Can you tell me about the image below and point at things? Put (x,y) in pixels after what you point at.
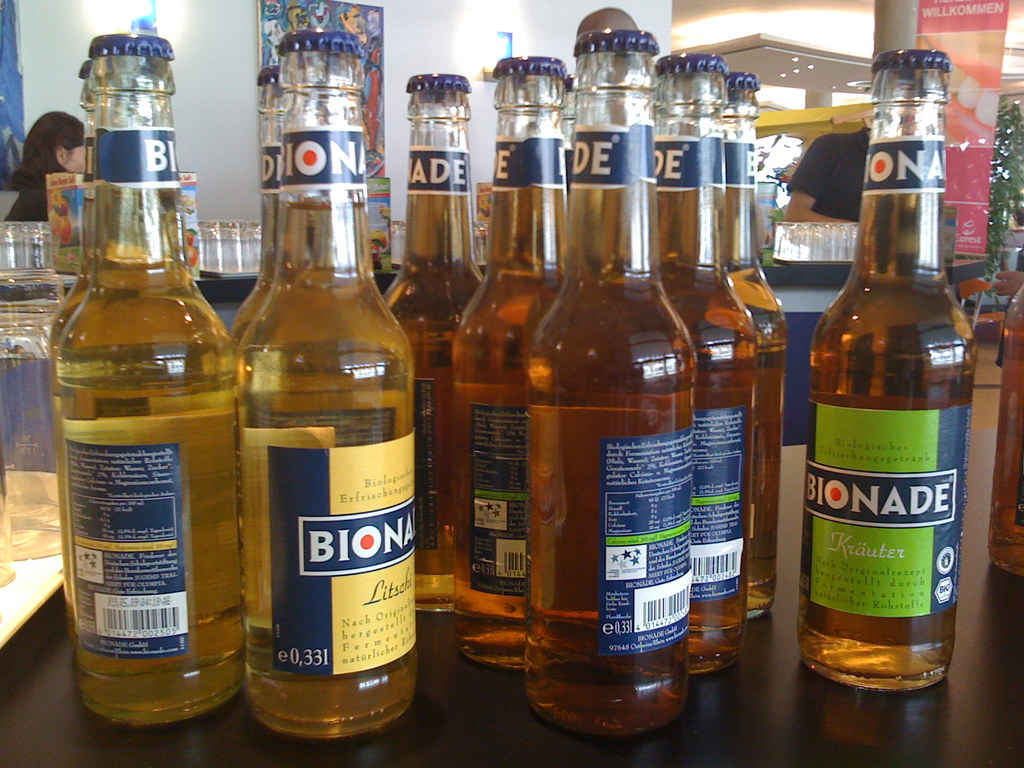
These are the glass bottles (500,377) which are sealed with blue metal cap (538,70). I think these are soft drink bottles (326,391). This is a label (514,550) attached to the bottles (275,537). These bottles (512,538) are placed on the table (825,711). These are the tumblers (235,269). This is the frame (307,20) attached to the wall (388,34). I can see two people (71,163) standing. This looks like a banner (982,128) hanging. And this looks like a tree (1003,168).
